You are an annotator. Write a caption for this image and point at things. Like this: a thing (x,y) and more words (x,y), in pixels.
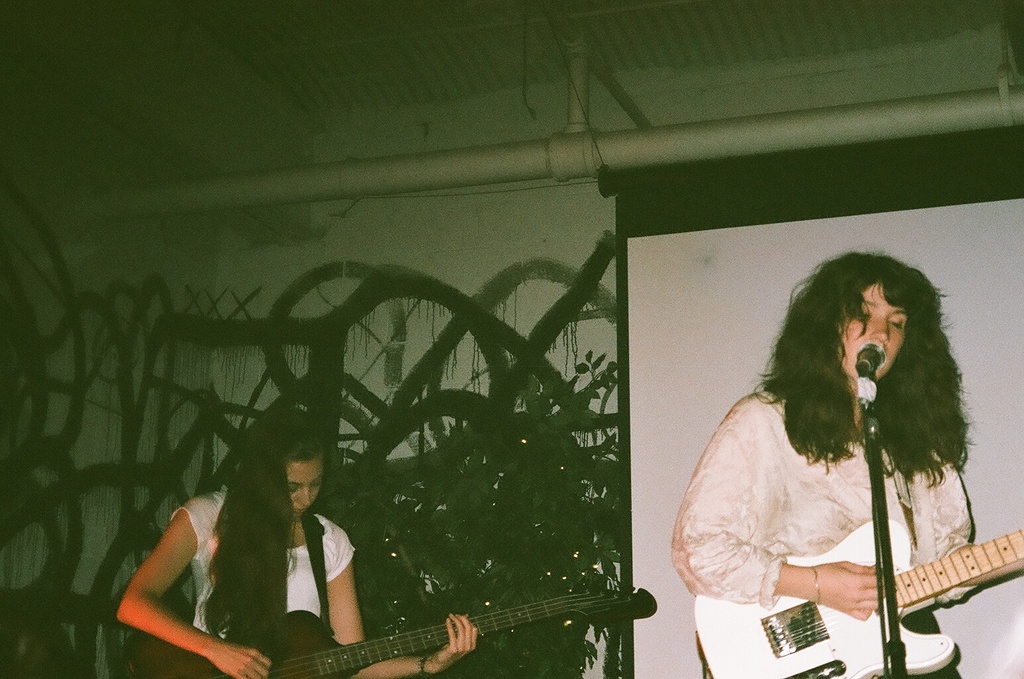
As we can see in the image there are two people (338,533) holding guitars (748,638) in their hands (432,669) and the women (885,369) who is standing here is singing a song on mike (871,358). Behind her there is a board (691,317).
